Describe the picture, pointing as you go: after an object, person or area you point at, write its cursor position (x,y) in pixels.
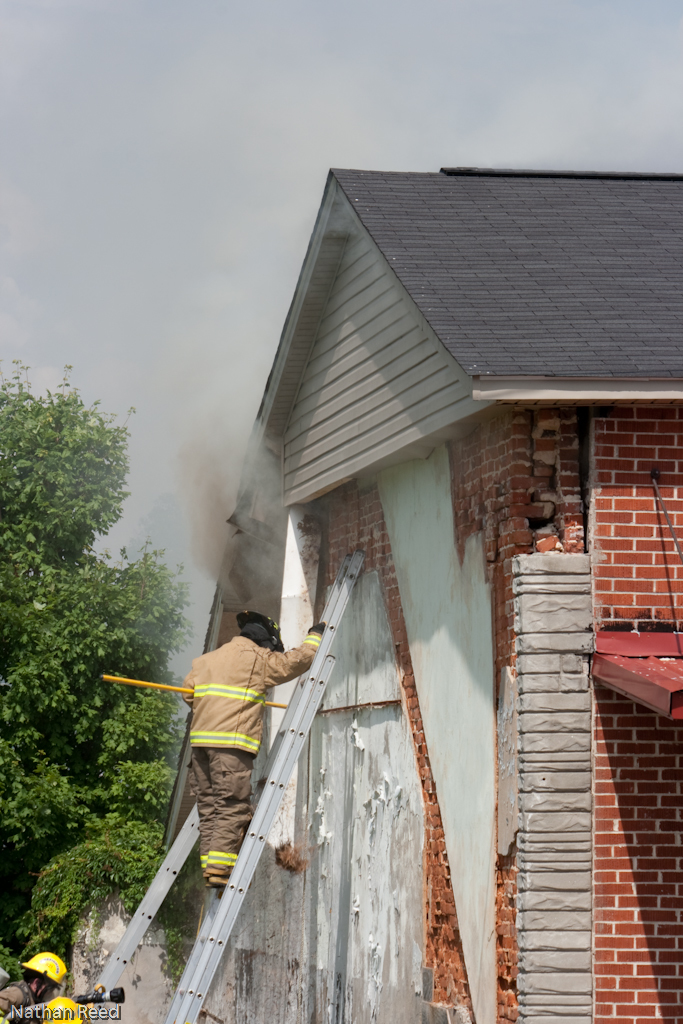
In this image we can see a person (251,707) is standing on the ladder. Here we can see a house (385,909), plants (101,814), leaves (108,649), and smoke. In the background (123,235) there is sky (283,106). At the bottom of the image (98,985) we can see a person (9,1000) and an object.
